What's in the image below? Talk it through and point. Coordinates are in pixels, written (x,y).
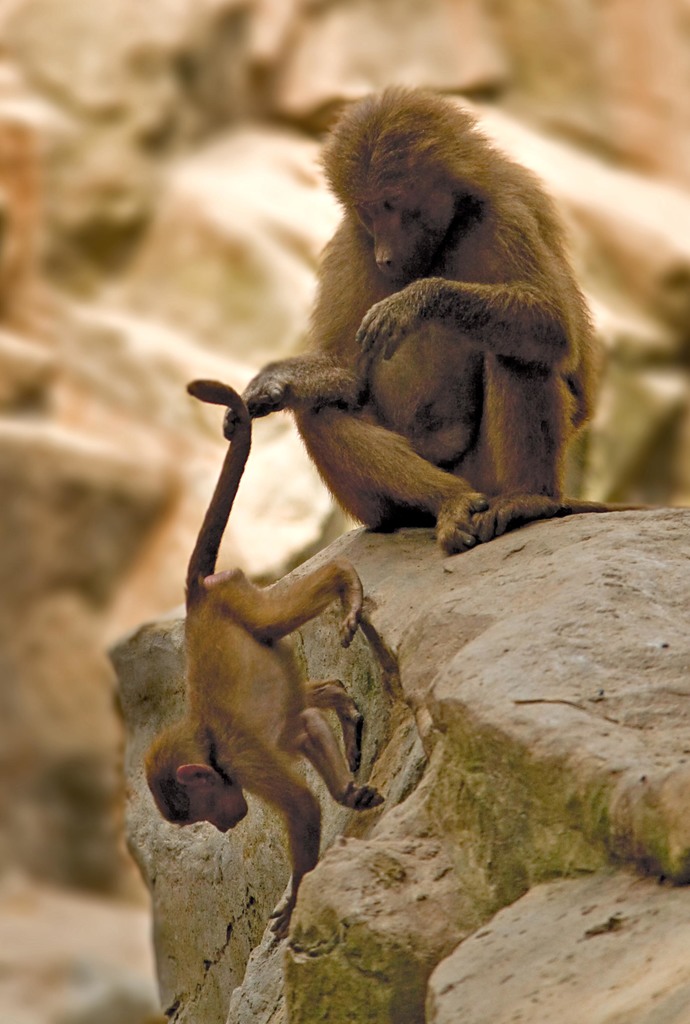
In this image I can see two monkeys (458,267) and they are in brown color and I can see the monkey (431,349) is sitting on the rock (484,652).
